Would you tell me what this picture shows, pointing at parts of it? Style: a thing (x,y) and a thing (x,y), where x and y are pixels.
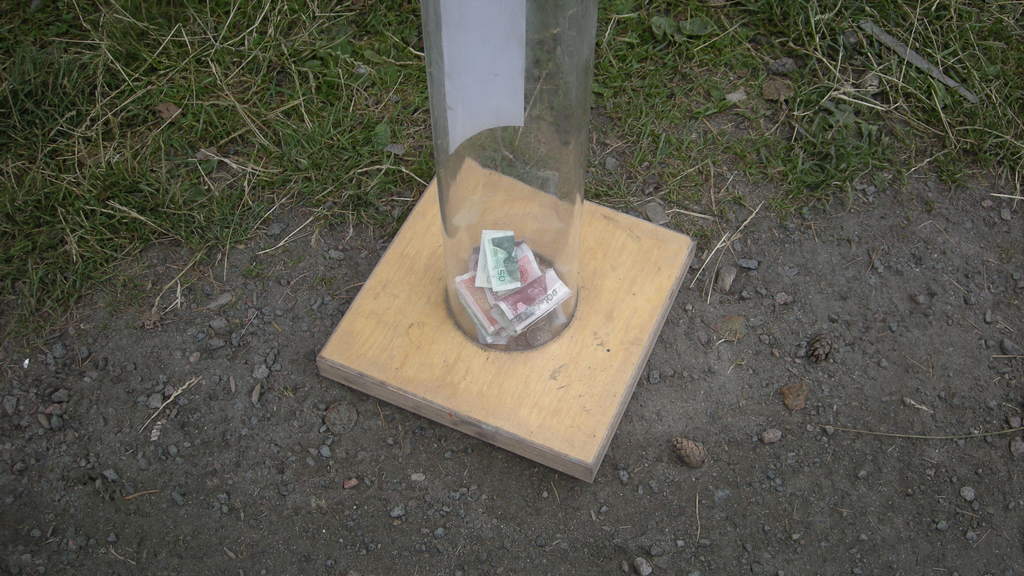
We can see currency (488,280) in a glass container (497,198) and we can see grass (257,87).
